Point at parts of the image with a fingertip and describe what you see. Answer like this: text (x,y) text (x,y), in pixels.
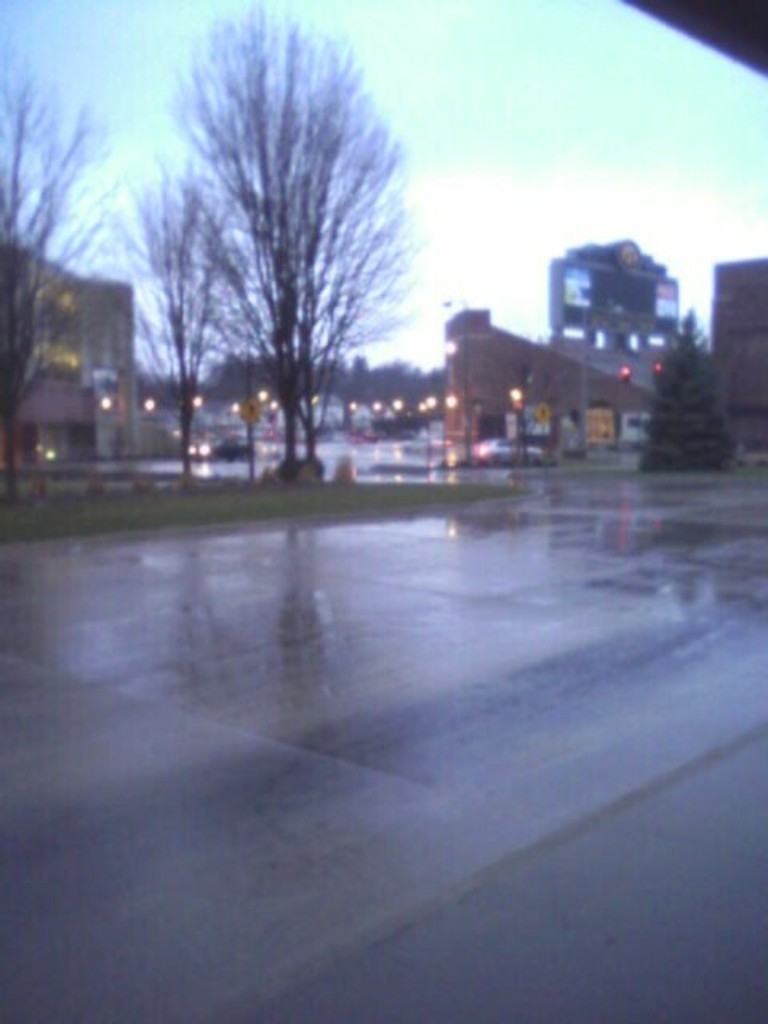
In front of the image there is a road (372,691). There are light poles (266,397), traffic lights (622,375), trees (688,365), buildings (736,318), directional boards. In the center of the image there is grass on the surface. At the top of the image (592,139) there is sky (591,96).
